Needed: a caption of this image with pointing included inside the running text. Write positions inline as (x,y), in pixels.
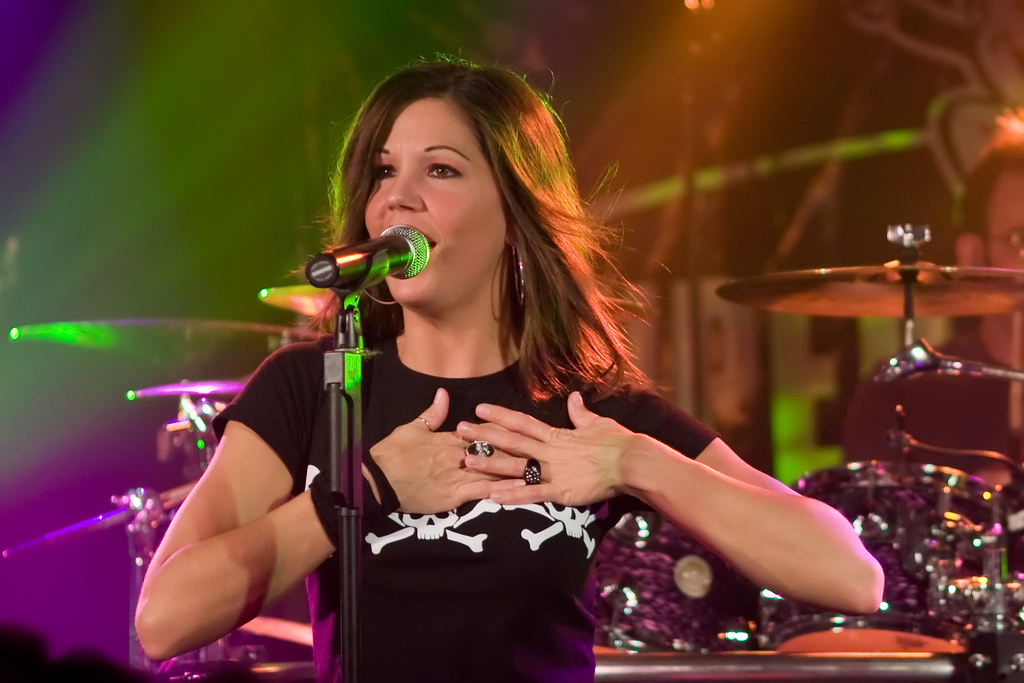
In this picture we can see a woman (422,533) in the black t shirt (459,571) and in front of the woman (498,347) there is a microphone (366,262) with stand (349,545). Behind the woman (314,472) there are some musical instruments (893,571), and this looks like a person (895,456). Behind the people (314,472) there are some colorful lights (20,535).
